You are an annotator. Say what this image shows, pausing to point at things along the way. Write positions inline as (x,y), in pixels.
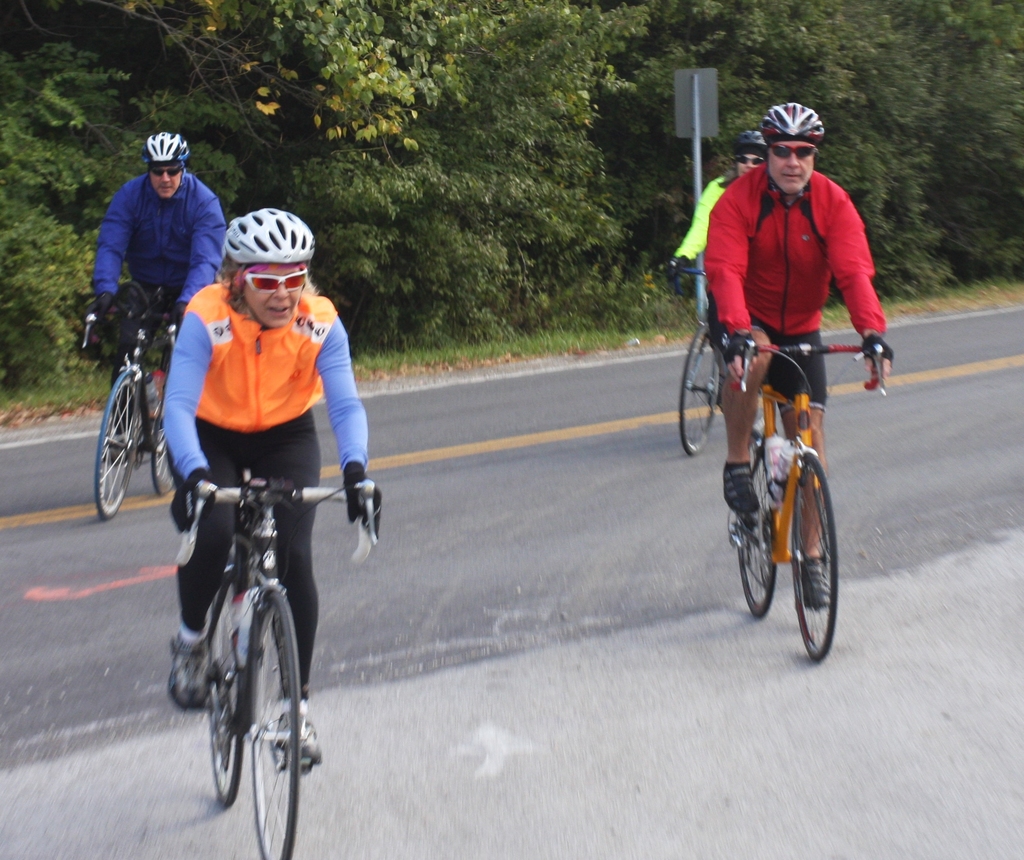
This is a picture on the road (633,420) where four people (787,205) riding their bicycles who are wearing spectacles (167,176) and helmets (150,156).
